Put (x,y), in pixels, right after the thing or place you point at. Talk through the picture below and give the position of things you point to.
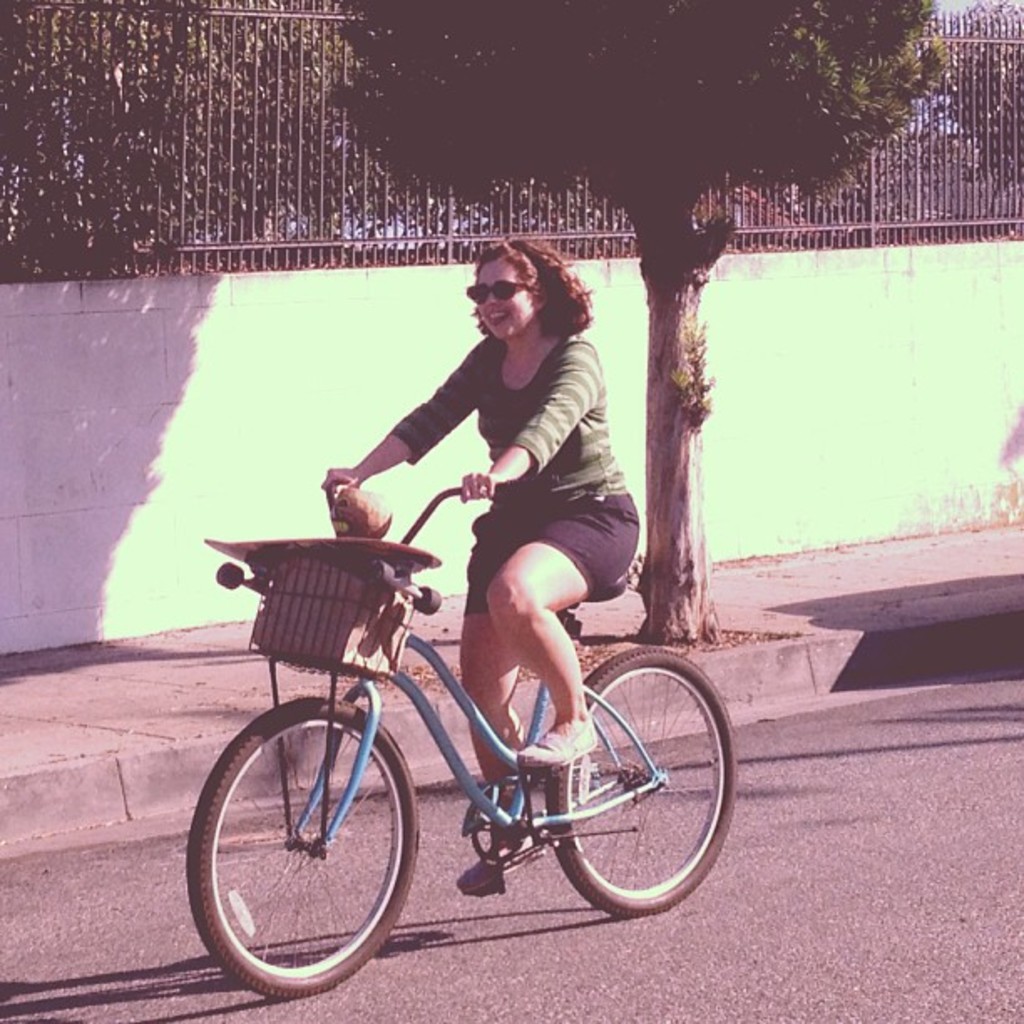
This person (513,406) sitting and riding bicycle (612,894) on the road (773,891), behind this person (507,637) we can see tree (614,142), fence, wall (237,353). From this fence (221,96) we can see trees (936,181).
